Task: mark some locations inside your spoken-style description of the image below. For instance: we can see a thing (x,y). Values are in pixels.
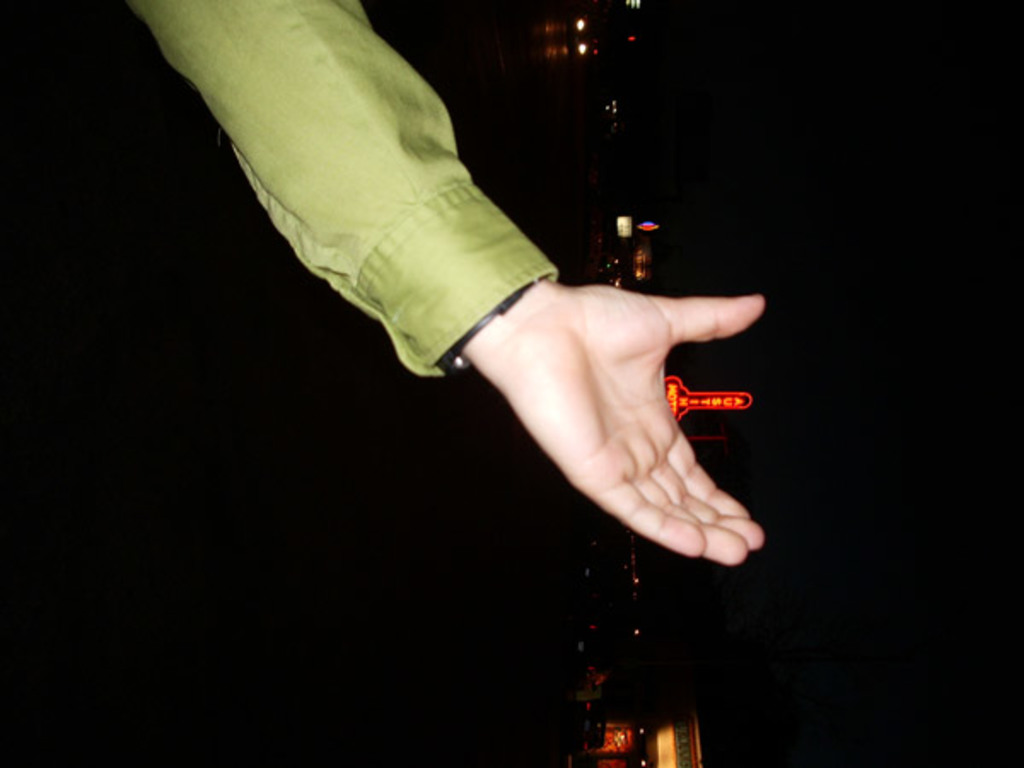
Here we can see hand (644,349) of a person (675,549). There is a dark background (772,606) and we can see lights (619,740) and boards (624,722).
